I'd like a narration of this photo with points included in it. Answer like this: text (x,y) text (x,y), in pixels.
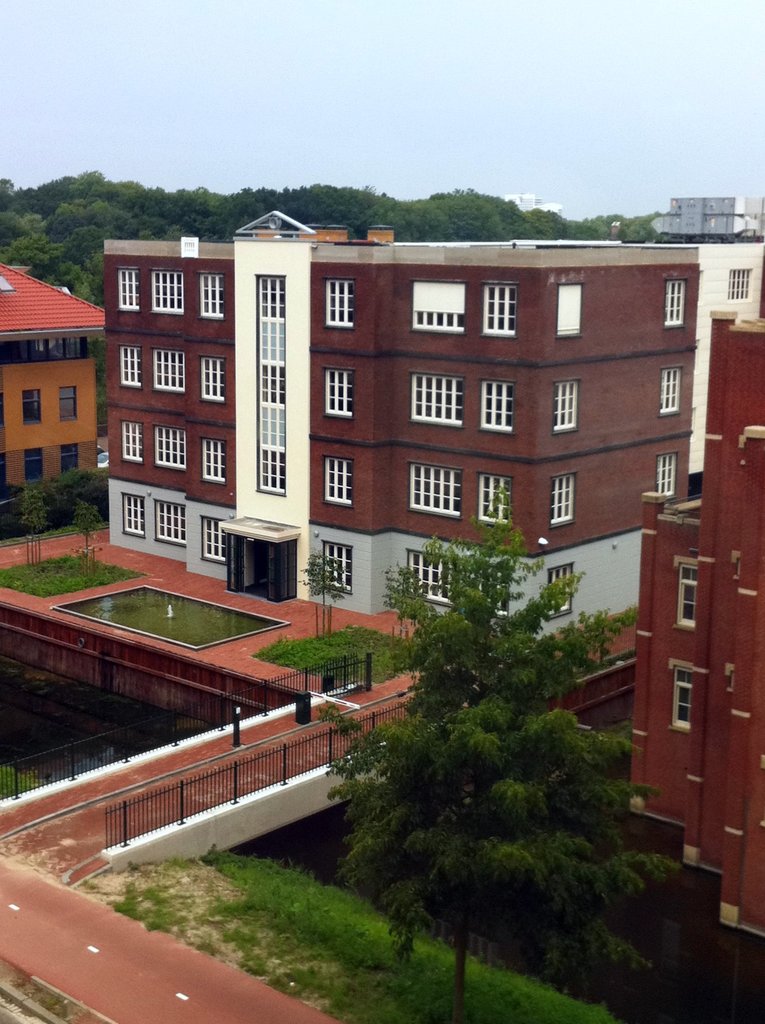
In this picture we can see the grass (72,577), trees (83,240), roads (135,1013), fences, water (176,632), buildings (200,303) with windows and some objects (170,618) and in the background (211,160) we can see the sky (280,31).
